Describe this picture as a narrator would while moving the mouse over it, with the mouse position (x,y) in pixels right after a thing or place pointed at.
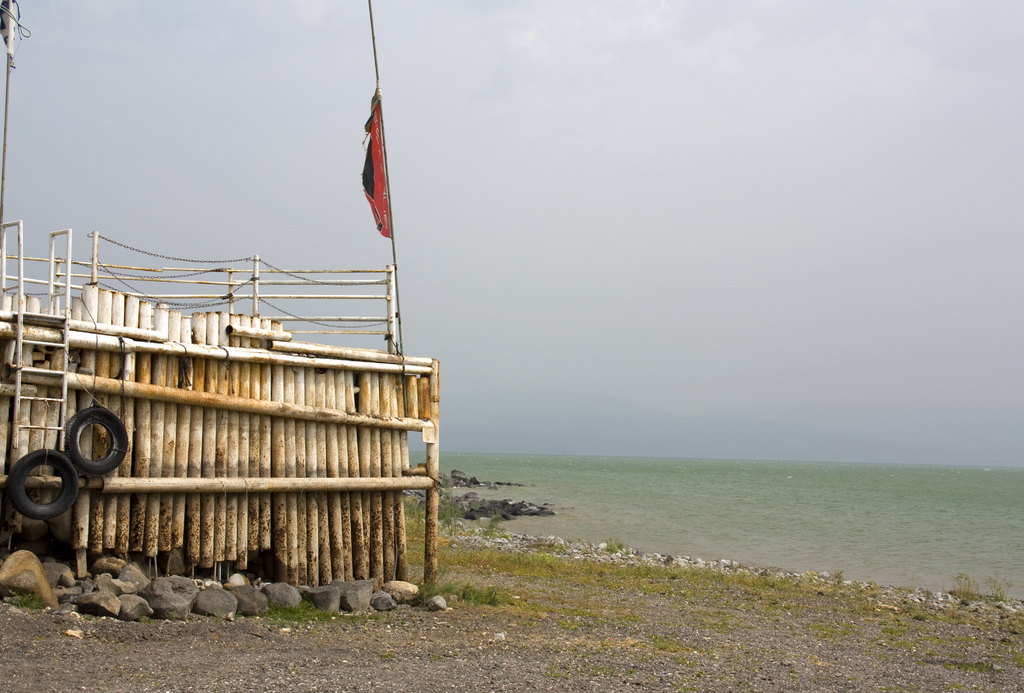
In this image, we can see rods (273,462), stones (35,584), tyres (50,459) and ladder (16,407). At the bottom (538,544), there is a ground (782,656). Here we can see the water (714,487), few plants (838,583). Background (624,297) there is the sky (420,163). In the middle of the image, we can see an object (376,147) and pole (376,86). Left side of the image (5,147), there is a rod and some object (8,35).
